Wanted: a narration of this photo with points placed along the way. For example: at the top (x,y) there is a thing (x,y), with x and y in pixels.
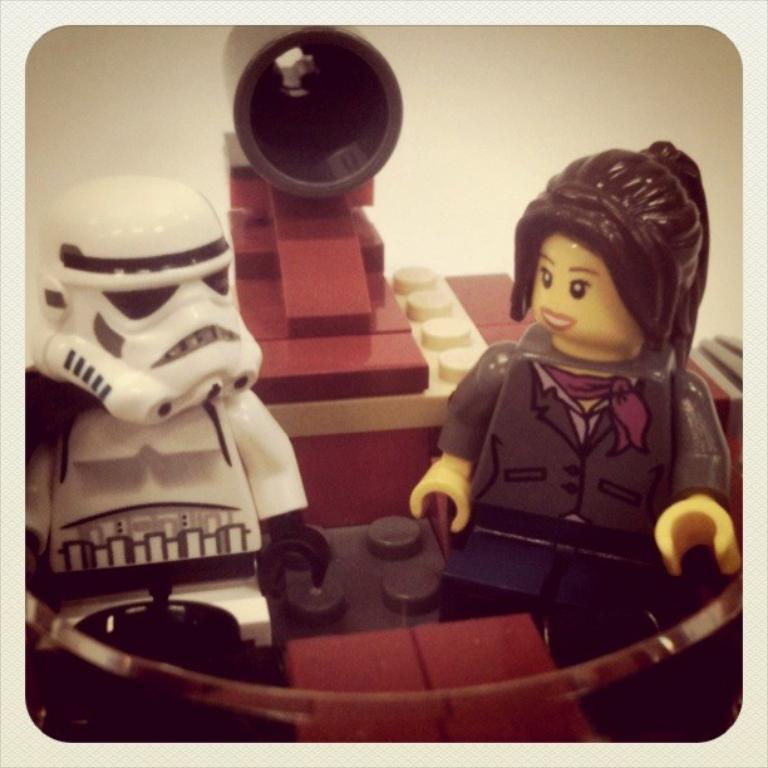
In this picture we can see toys (416,666) and there is a white background (426,205).
